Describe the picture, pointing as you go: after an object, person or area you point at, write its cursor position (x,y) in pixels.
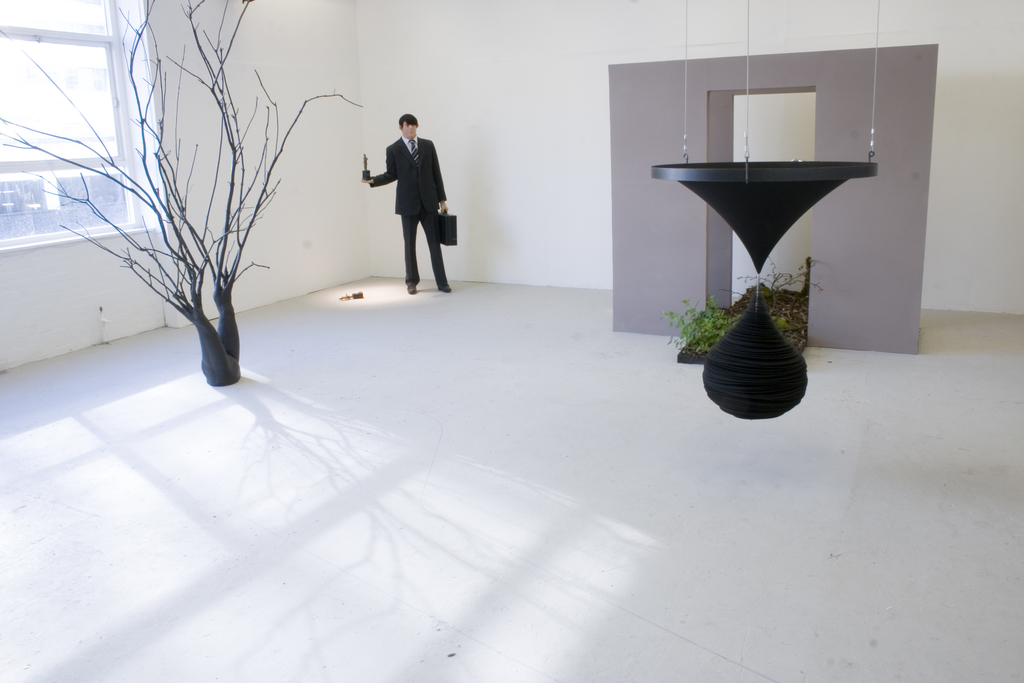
This is the picture of a room (292,468). The floor (63,419) and walls (383,79) of the room (984,140) is in white color. The left side of the room (218,468) one window (46,125) is present and in the room (207,281) some show pieces (228,318) are there. And one animated person (428,199) who is wearing black suit (410,213) and holding suitcase (444,226) in his hand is present.
